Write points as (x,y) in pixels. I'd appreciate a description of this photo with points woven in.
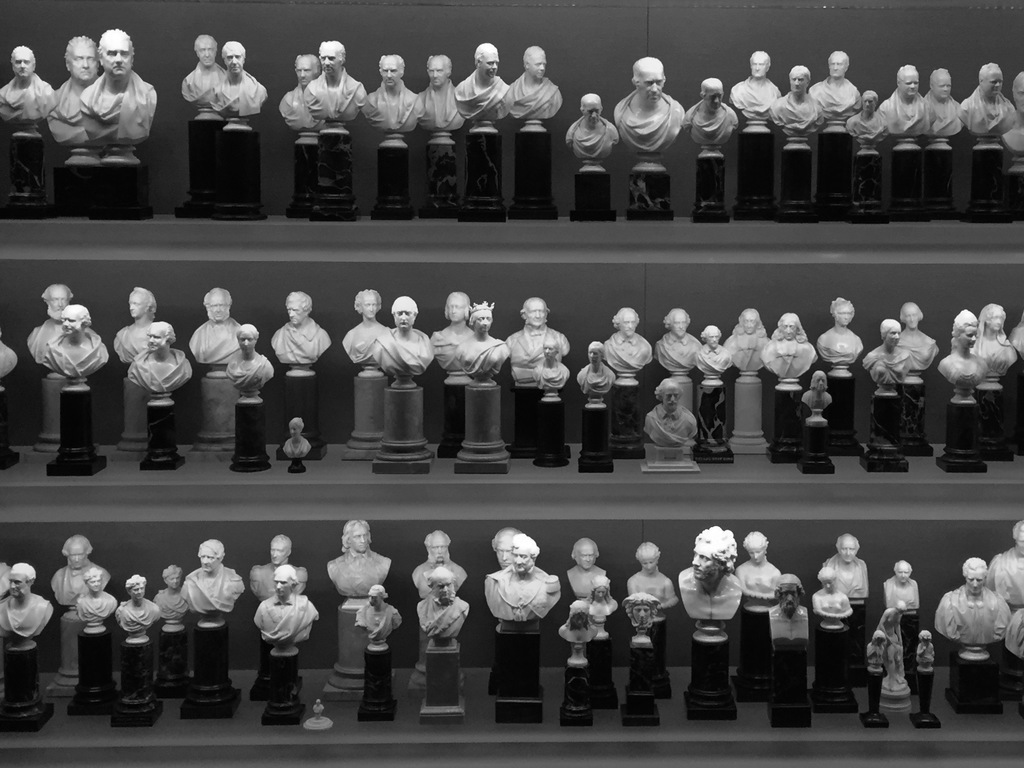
In this image, there is a display rack (715,247) showing some figurines (437,620).
